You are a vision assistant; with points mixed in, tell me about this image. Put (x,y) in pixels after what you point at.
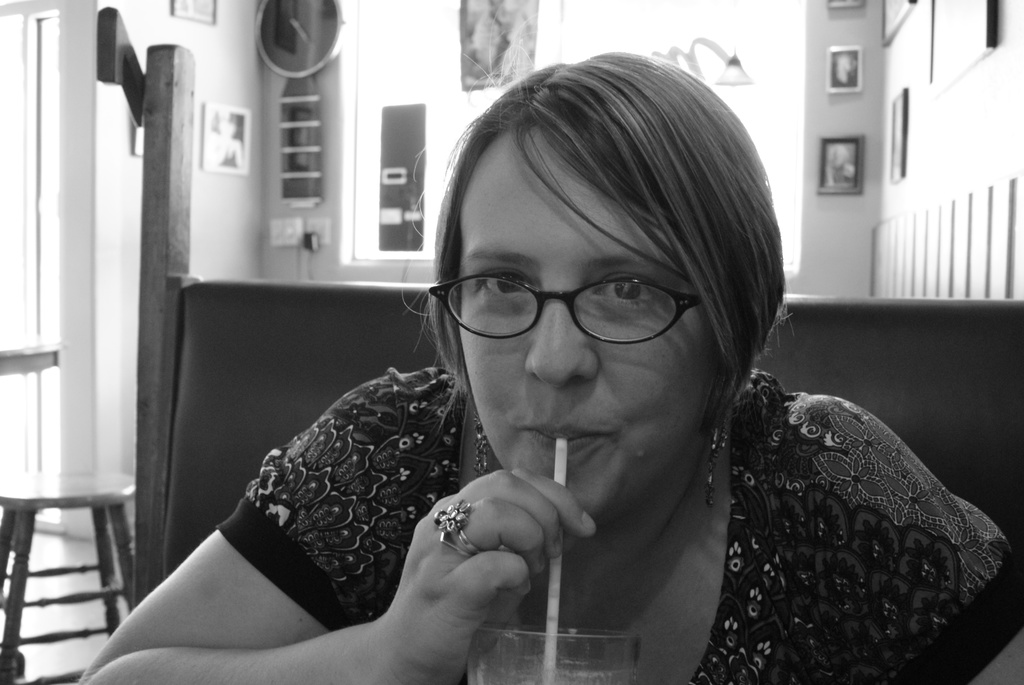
In this picture we can see a woman (705,563) is sitting and drinking something, there is a glass (568,654) in front of her, on the left side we can see a chair (84,483), in the background (205,192) there is a wall (205,192), we can see some photo frames (218,156) and a clock (279,41) on the wall (255,21), it is a black and white image.
